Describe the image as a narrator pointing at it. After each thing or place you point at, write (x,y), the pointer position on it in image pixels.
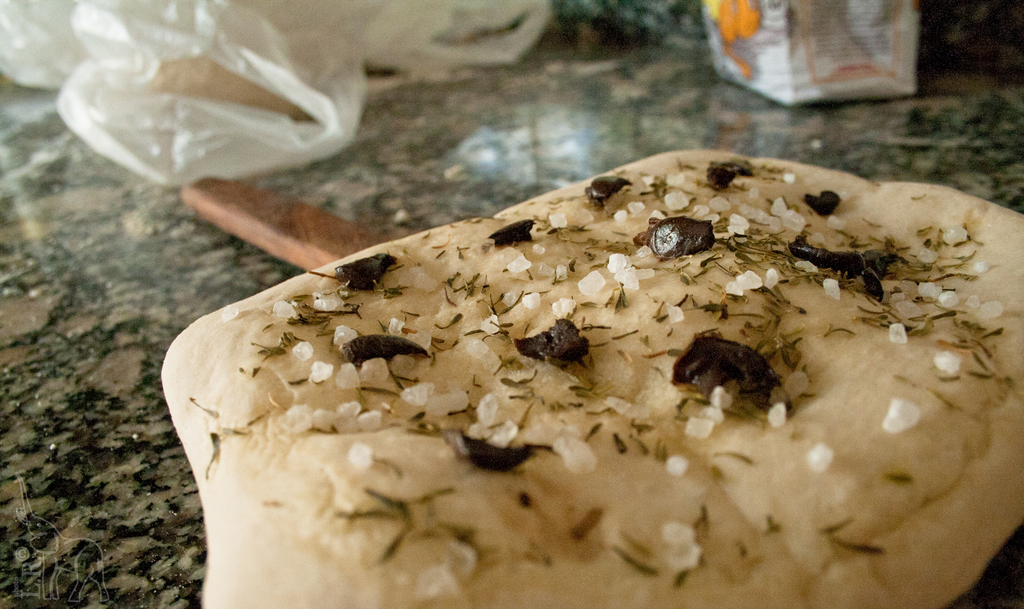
In this image we can see a food item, there is a wooden stick (295,234), there are covers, and a box (843,47), which all are on the granite (422,167).
